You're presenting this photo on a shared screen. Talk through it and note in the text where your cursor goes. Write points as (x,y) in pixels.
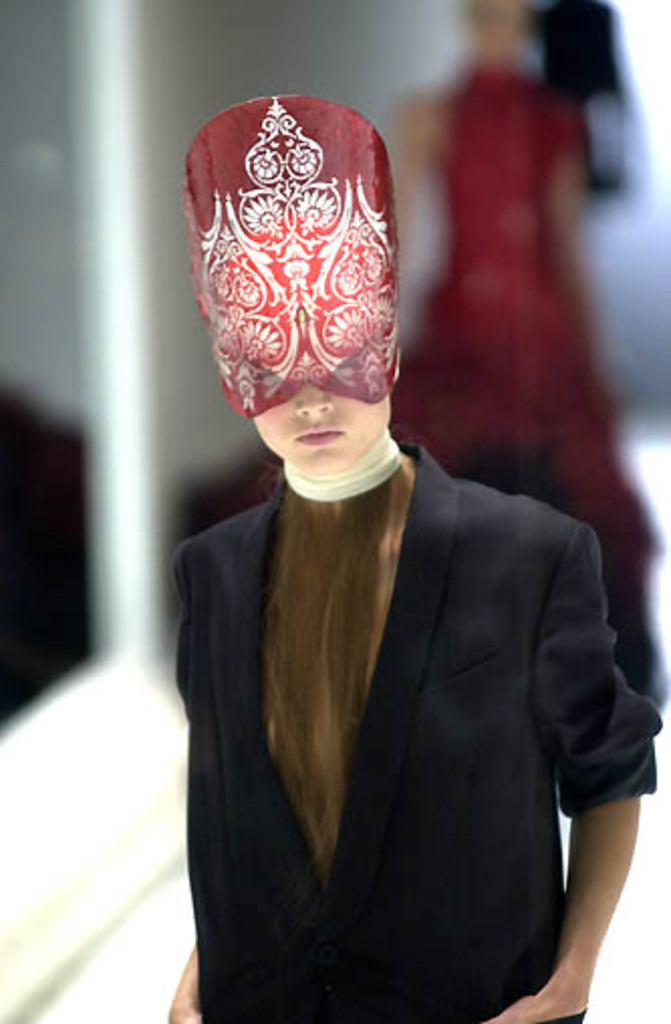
In this image I can see a person (411,655) is wearing black and brown color dress (400,642) and red and white colored headwear (313,285). Background (531,227) I can see a person (511,224) and it is blurred.
